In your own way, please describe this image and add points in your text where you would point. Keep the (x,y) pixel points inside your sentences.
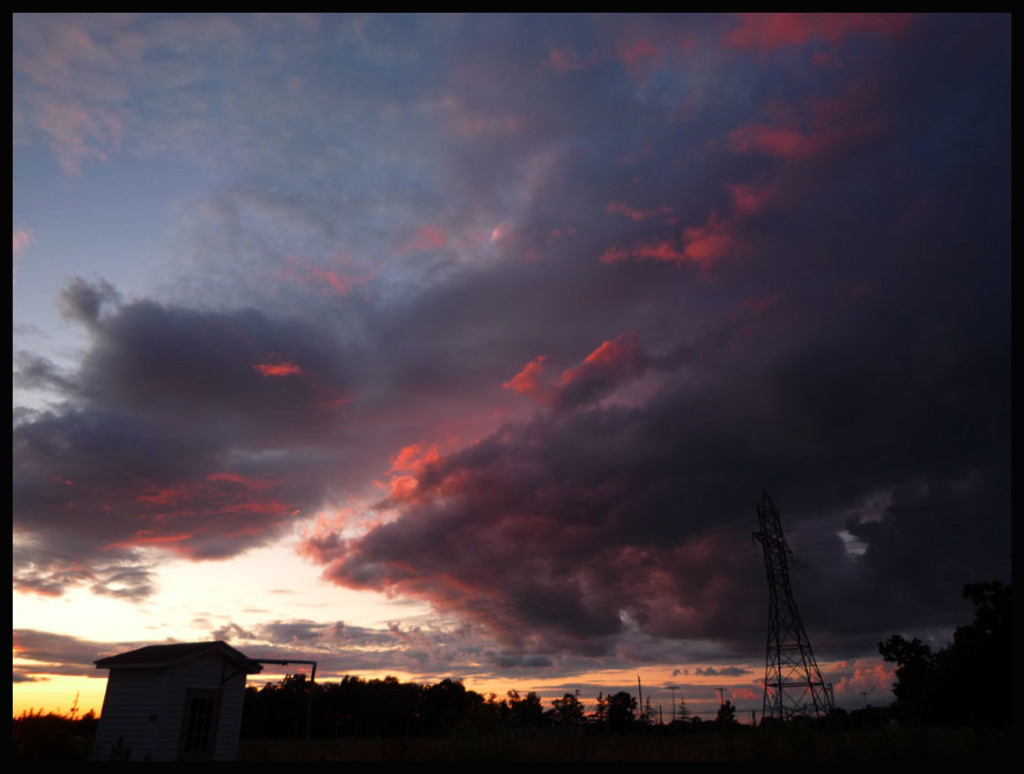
This image is taken outdoors. At the top of the image (489,202) there is a sky (402,514) with clouds (346,180). At the bottom of the image (362,725) there are many trees (609,722) and plants (624,718). There is a tower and a hut (146,713).
